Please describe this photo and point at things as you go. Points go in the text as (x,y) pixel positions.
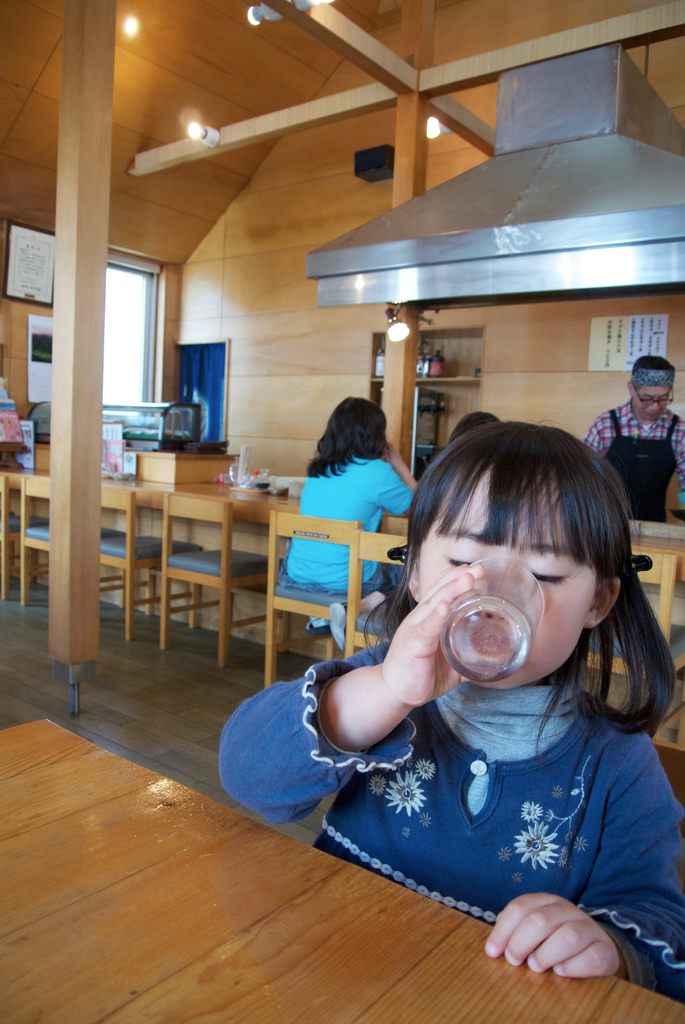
These persons (312,470) are sitting on a chair (286,601). This kid (413,577) is drinking water (488,612) from this glass (486,603). In-front of this kid (420,697) there is a table (245,897). On top (433,127) there are lights (429,136). This man (626,412) is standing. On wall (47,302) there is a poster (40,341) and photo (31,274).
